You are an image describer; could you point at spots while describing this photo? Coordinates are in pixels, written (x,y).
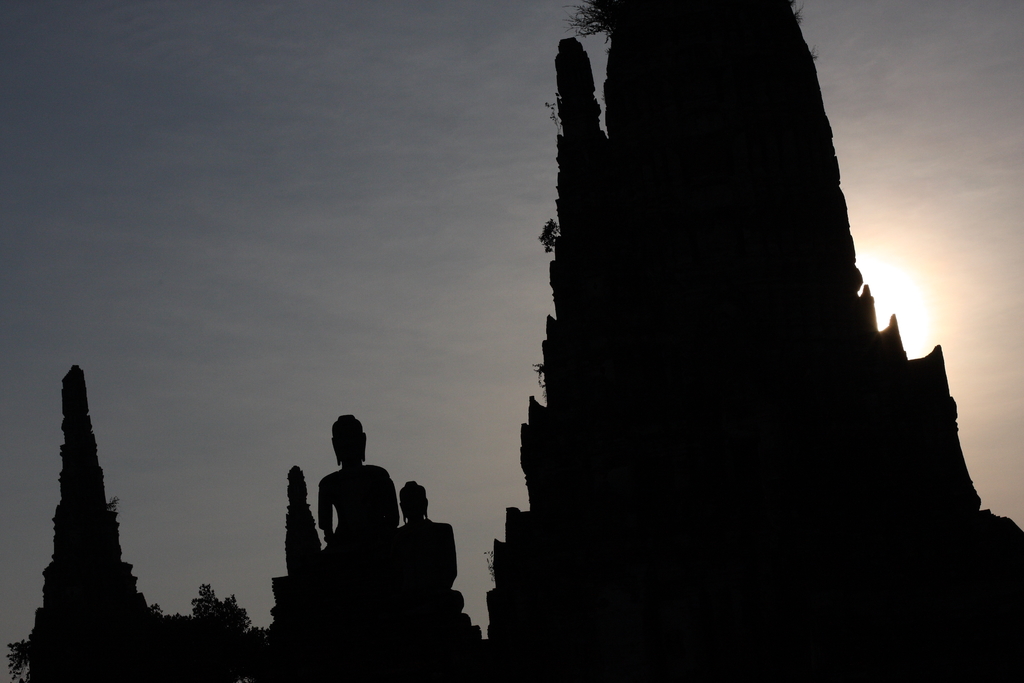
In this image there are sculptures (342,525) and monuments (592,493) and the sky (517,251) is cloudy and there are trees (191,627) in the background (250,612) and there is sun (894,285) in the sky (912,238).
